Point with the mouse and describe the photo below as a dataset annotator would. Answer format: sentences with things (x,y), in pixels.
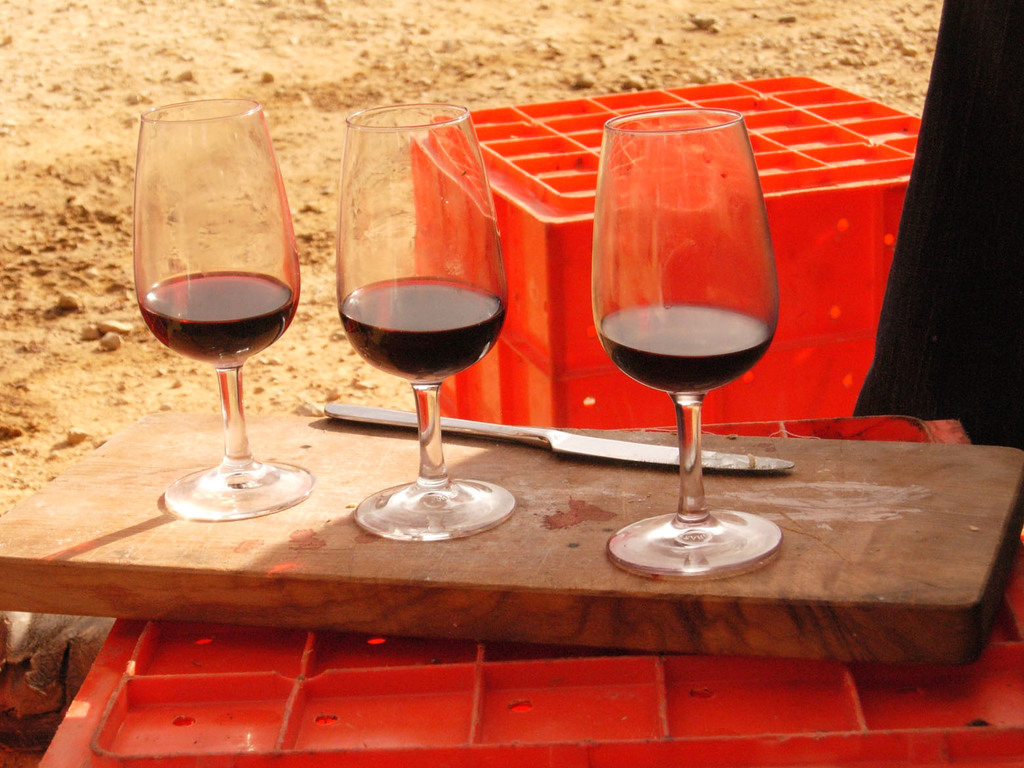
In this picture i can see three glasses (415,317), knife (604,442) on a wooden board (584,502). I can also see crates (784,181) and other objects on the ground (544,82).
